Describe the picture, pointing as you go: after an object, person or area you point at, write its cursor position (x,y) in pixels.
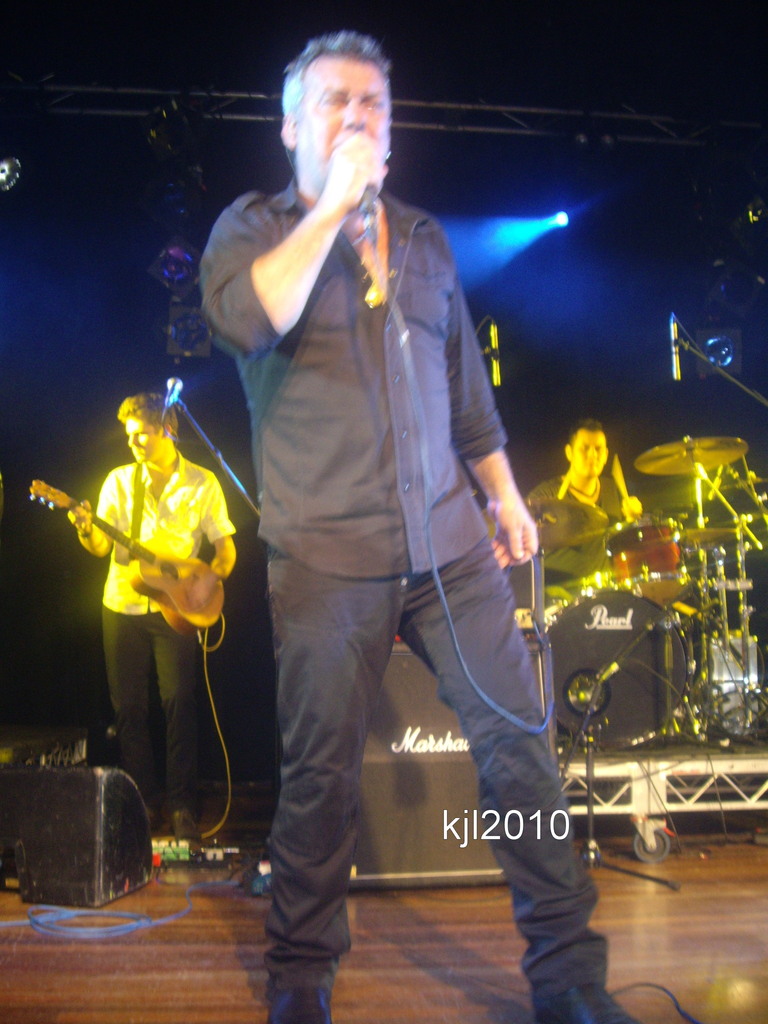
There are three persons (471,381) are standing on a stage (37,971). They are playing musical instruments (186,582). In the center (394,469) we have a person (369,416). He is singing a song. We can see in background (745,277) lights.
